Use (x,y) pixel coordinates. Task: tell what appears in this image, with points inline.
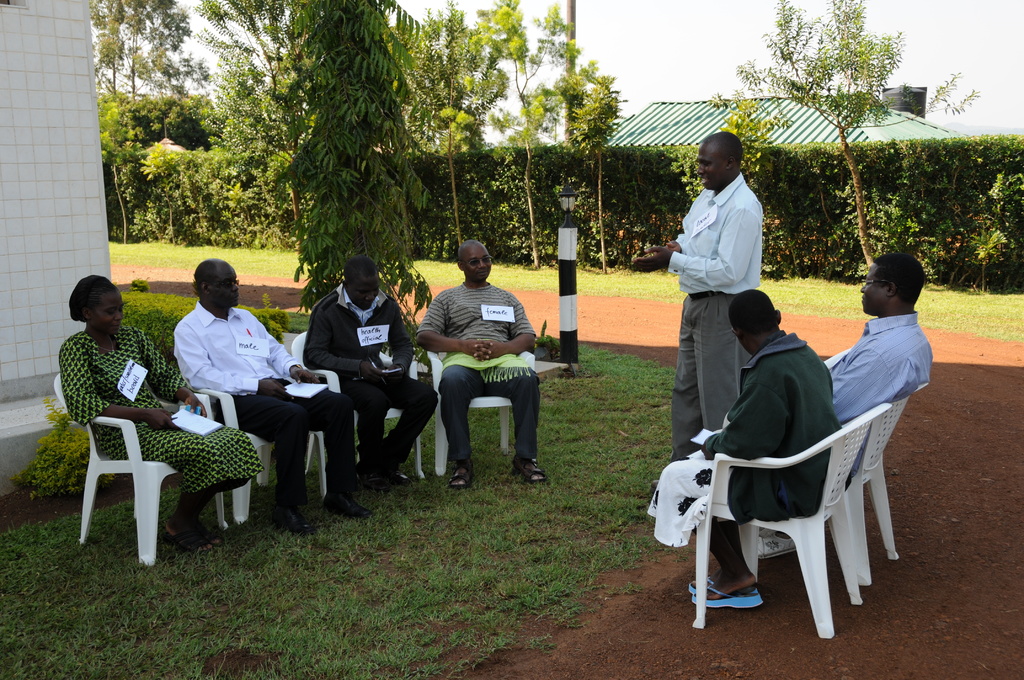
In this picture there are some people (803,359) those who are sitting on the chairs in the garden (575,373) there are trees (328,158) around the area of the image the person (734,244) who is standing at the right side of the image (735,251) it seems to be addressing the people (535,398) those who are sitting and there is a building (64,46) at the left side of the image (15,211), its a day time.
